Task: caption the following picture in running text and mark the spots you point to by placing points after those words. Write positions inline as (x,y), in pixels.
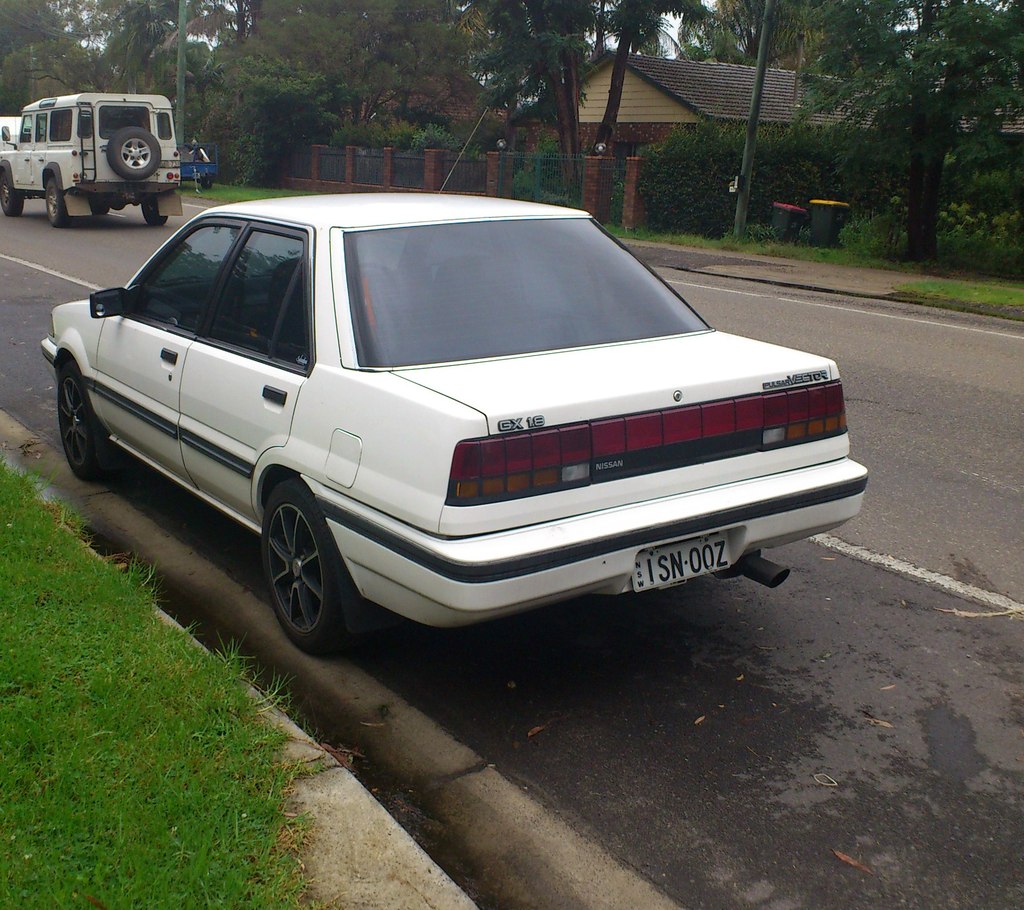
In this image we can see group of vehicles (304,418) parked on the road (492,710). In the background (588,198), we can see a fence (519,182), building (688,103) with roof (703,97), group of trees (969,95) and trash bins (824,214).
